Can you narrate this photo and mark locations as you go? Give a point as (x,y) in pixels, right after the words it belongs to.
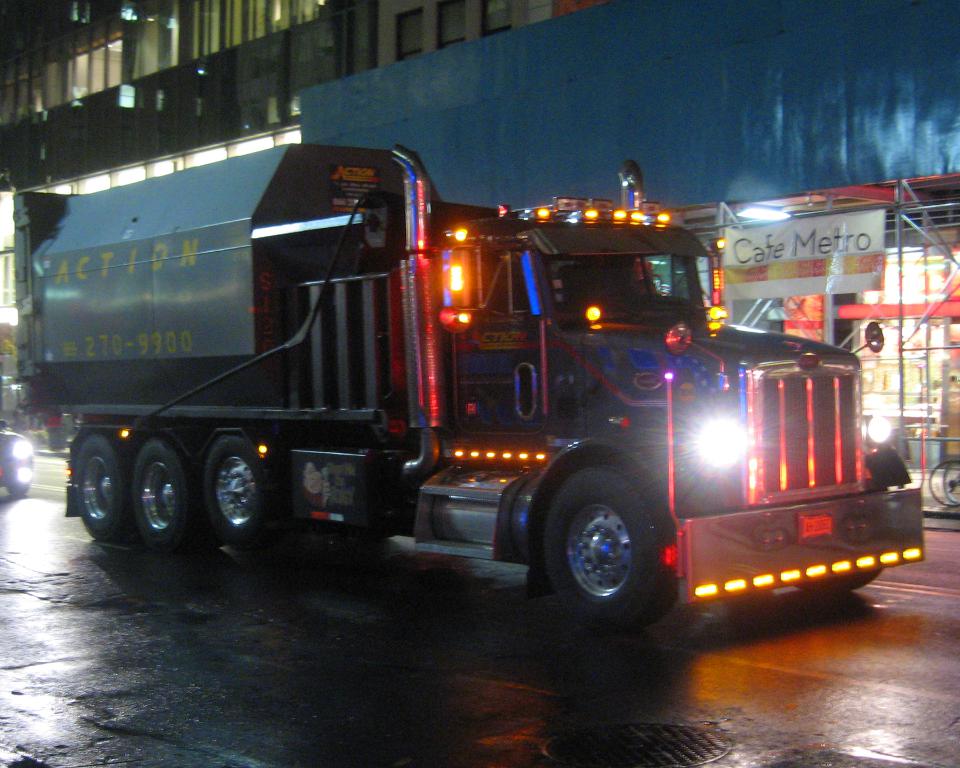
In this image we can see vehicle (387,280) on the road (218,653). On the vehicle (260,487) there is text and number (142,343). Also there are lights (595,216). In the back (14,466) there is another vehicle (23,452). In the background (222,77) there is building (252,65) with lights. Also there is a banner (792,252) on a stand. On the banner (852,273) there is text (766,240).
